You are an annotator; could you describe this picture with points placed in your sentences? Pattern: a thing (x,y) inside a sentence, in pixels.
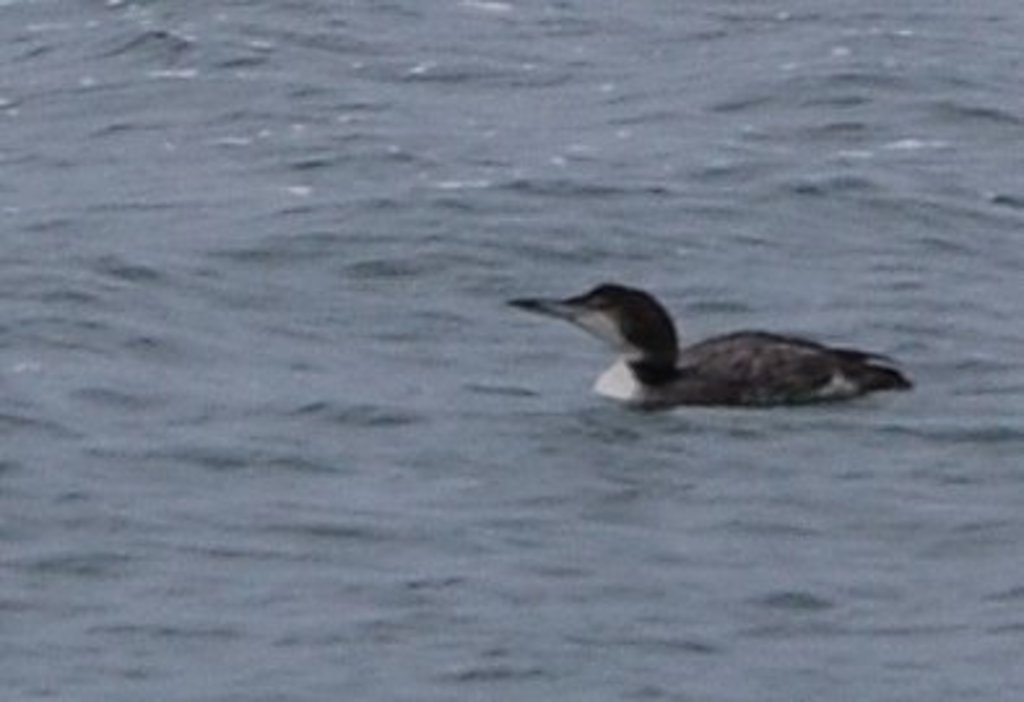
We can see bird (645,387) and water (451,411).
